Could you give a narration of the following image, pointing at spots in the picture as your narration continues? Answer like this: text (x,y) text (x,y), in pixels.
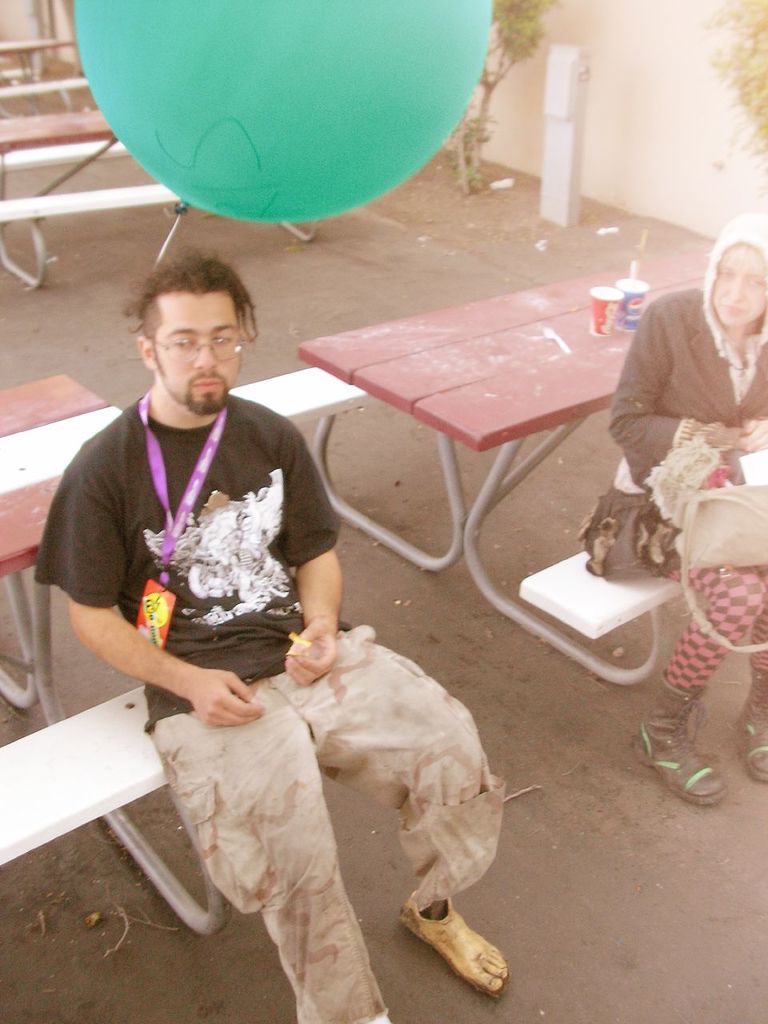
In this picture we can see a man (190,796) and a woman (700,316) sitting on benches (10,744), two glasses (605,289) on a table (456,369), balloon (349,187), id card (158,622), bag (727,524), tables (9,49) on the ground (144,261) and in the background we can see the wall (633,67) and trees (519,35).
